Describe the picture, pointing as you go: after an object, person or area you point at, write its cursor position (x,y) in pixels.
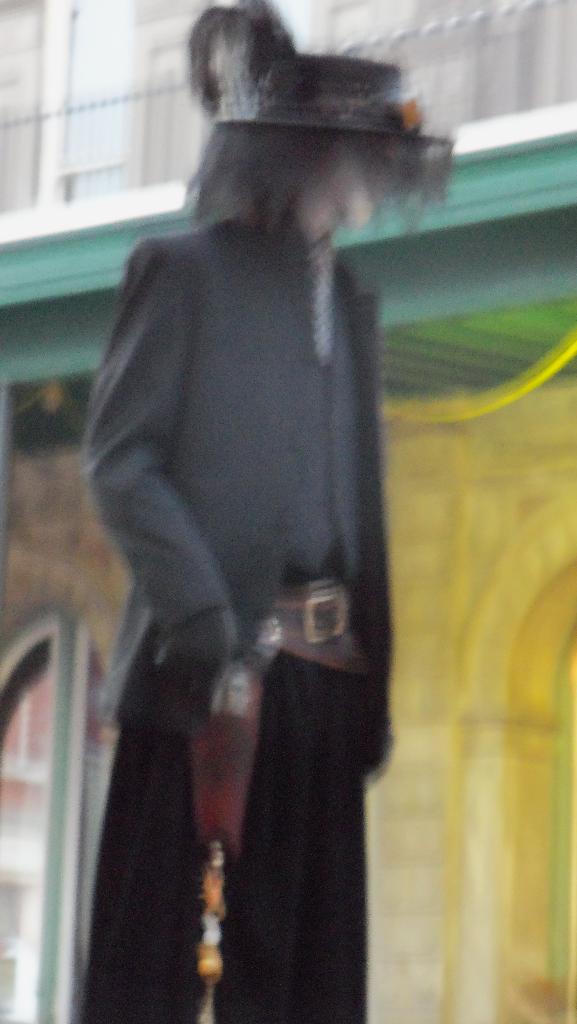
In this picture we can see a blur image of something (332,716).
